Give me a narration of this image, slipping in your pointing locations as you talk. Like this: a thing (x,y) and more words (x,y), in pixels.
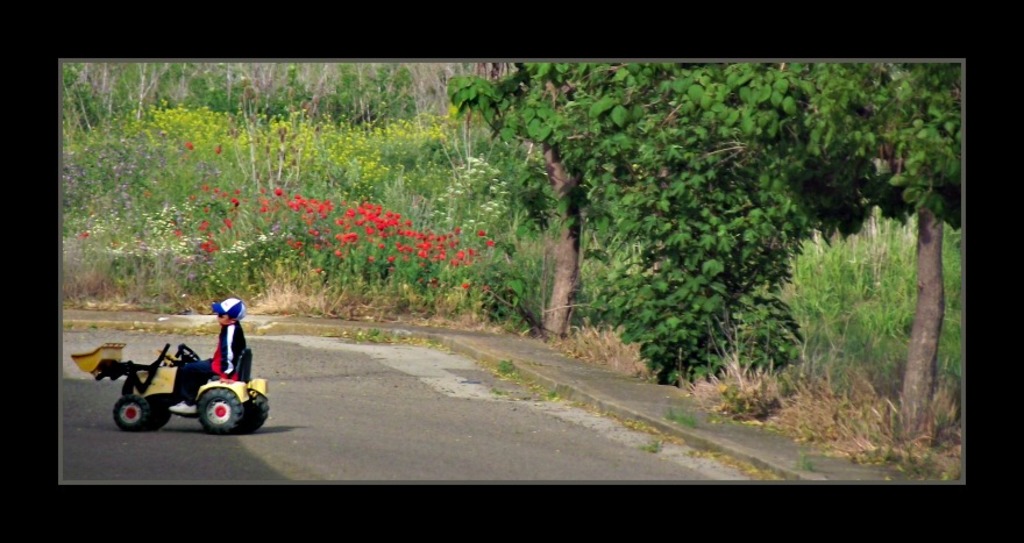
In this image in the center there is a toy vehicle (150,389) and there is a kid (186,382) sitting in the vehicle (186,376). In the background (365,212) there are flowers (404,252), trees (607,267) and grass (866,285) on the ground (495,353).
